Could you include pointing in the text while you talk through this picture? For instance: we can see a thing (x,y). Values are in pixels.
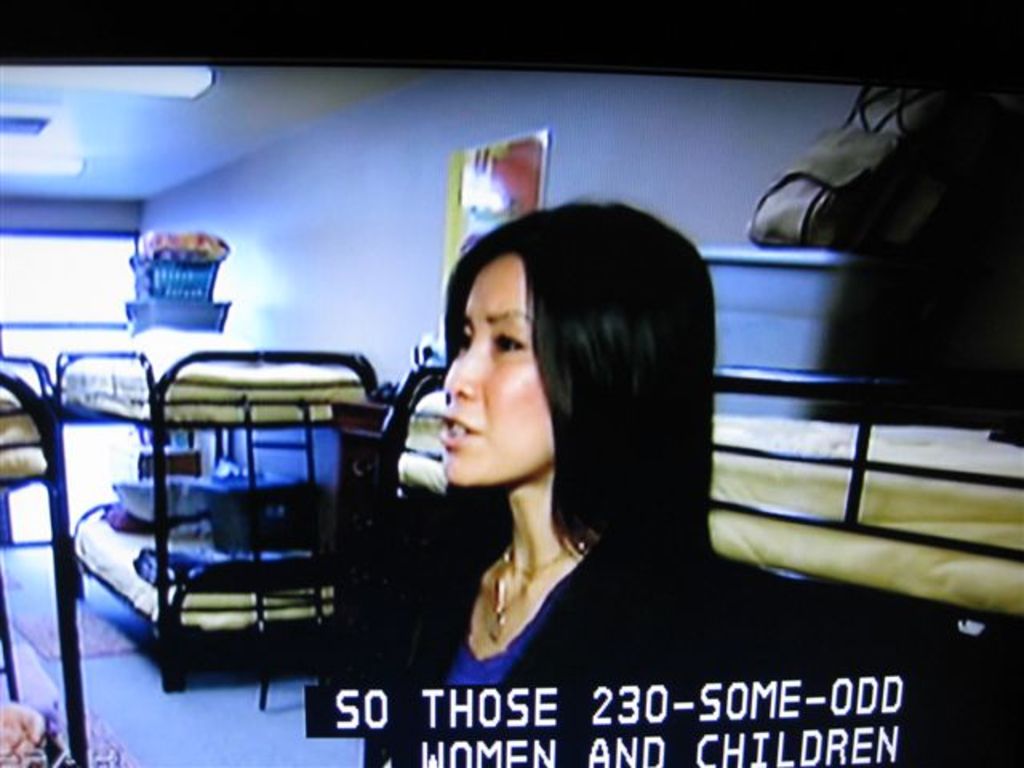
There is a woman (481,557). In the back (148,417) there are many cots (200,563) with beds (99,549). Also there is a wall (385,162) with a photo frame (486,178). On the ceiling (91,107) there are lights (76,81). On the bed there are baskets (185,299) and something is written on the image.
